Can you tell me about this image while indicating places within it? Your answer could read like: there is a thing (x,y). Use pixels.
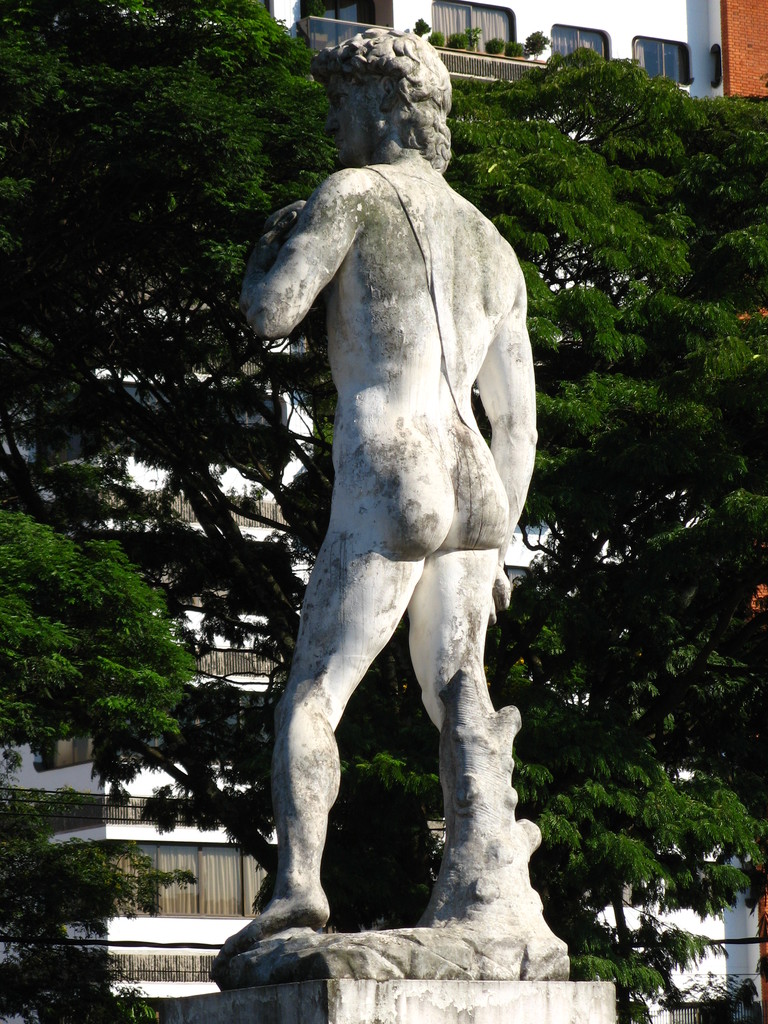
In this image I can see a statue of a person (349,492). In the background (173,759) there are trees (766,748) and buildings (131,812).
